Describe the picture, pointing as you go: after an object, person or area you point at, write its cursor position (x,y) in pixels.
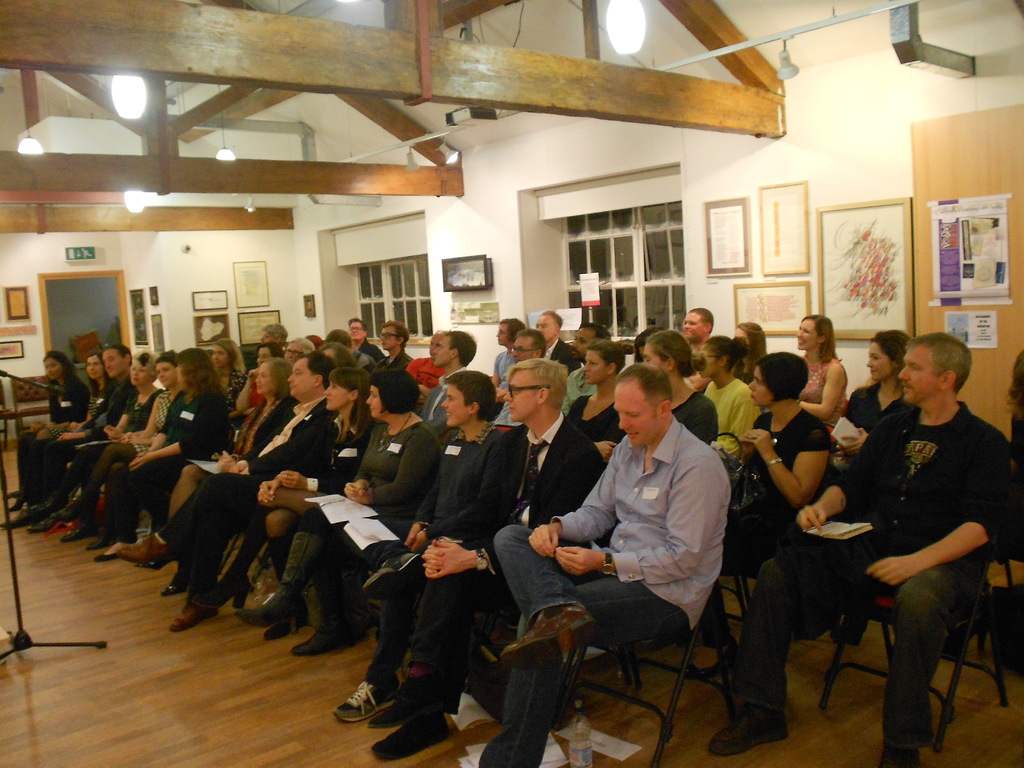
In this picture there are people (470,499) sitting on chairs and we can see stand (81,646), papers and bottle (579,728) on the floor (226,664). In the background of the image (691,267) we can see frames (209,327) on the wall (856,123), posters (984,276) attached to the wooden object (1018,261), boards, glass windows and objects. At the top of the image (638,89) we can see wooden poles (236,169) and lights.
